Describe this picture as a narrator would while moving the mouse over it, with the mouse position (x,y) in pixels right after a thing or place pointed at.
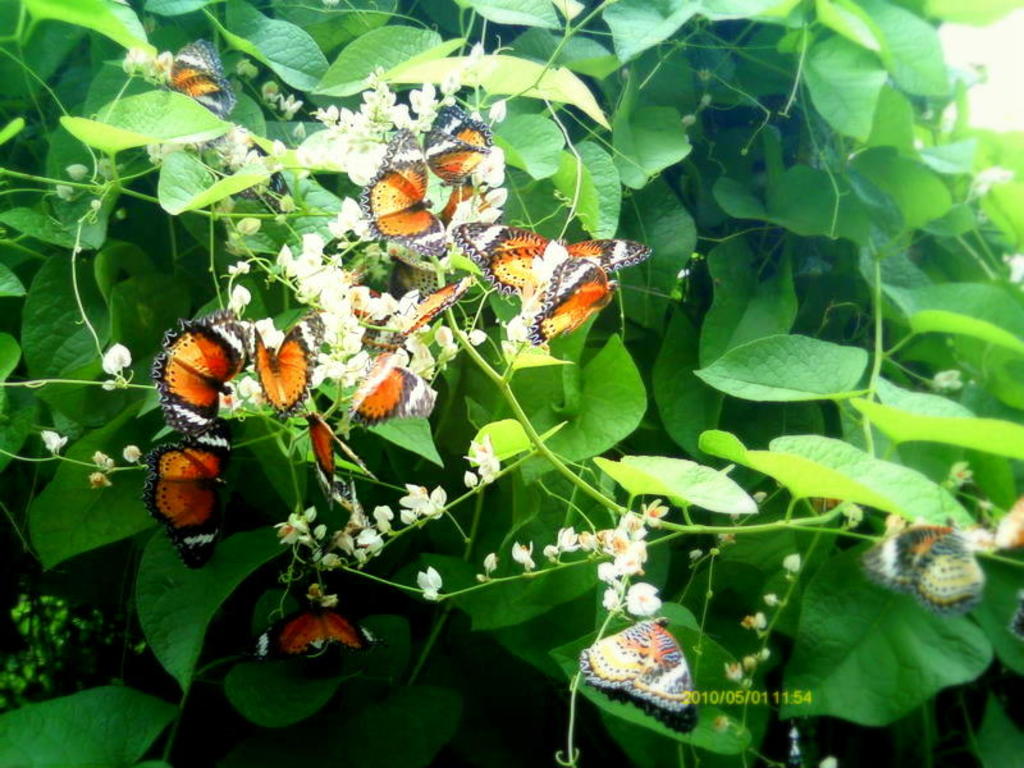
In the picture I can see butterflies (197,512) and leaves (449,538).
